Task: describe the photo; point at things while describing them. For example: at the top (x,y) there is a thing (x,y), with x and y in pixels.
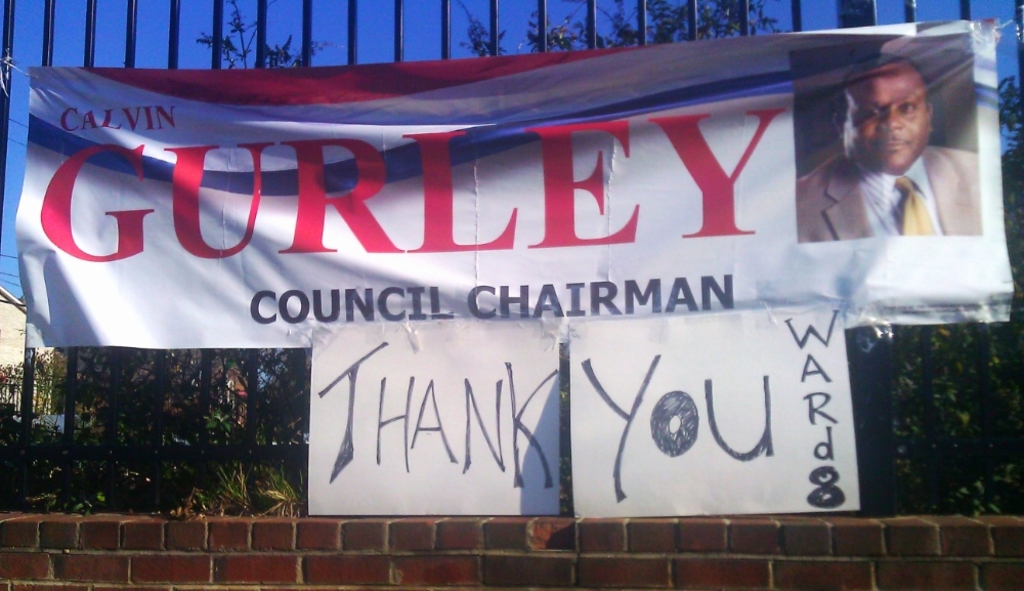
In this image there is a banner (518,153), on that banner (494,263) there is some text (568,164) and an image (912,69), in the background (738,7) there are iron rods (847,13) and trees (214,371).
